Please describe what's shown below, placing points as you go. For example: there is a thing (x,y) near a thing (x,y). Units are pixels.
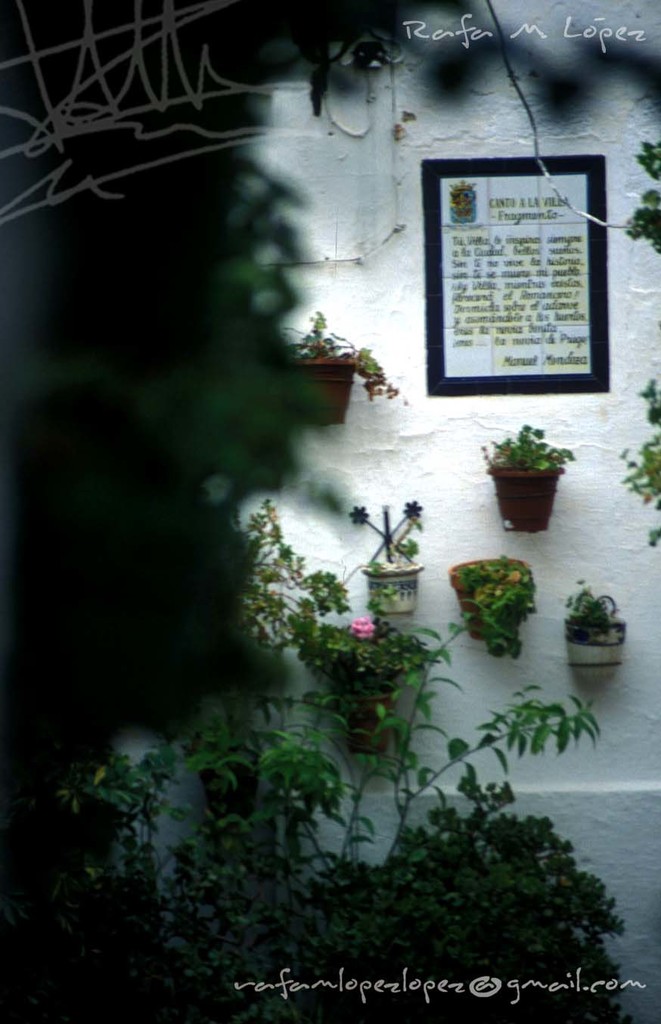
In this image, I can see the plants (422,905) in flower pots (600,638) and a frame (463,374) are attached to the wall (405,374). At the top (409,32) and bottom of the image (287,978), there are watermarks (409,32).
